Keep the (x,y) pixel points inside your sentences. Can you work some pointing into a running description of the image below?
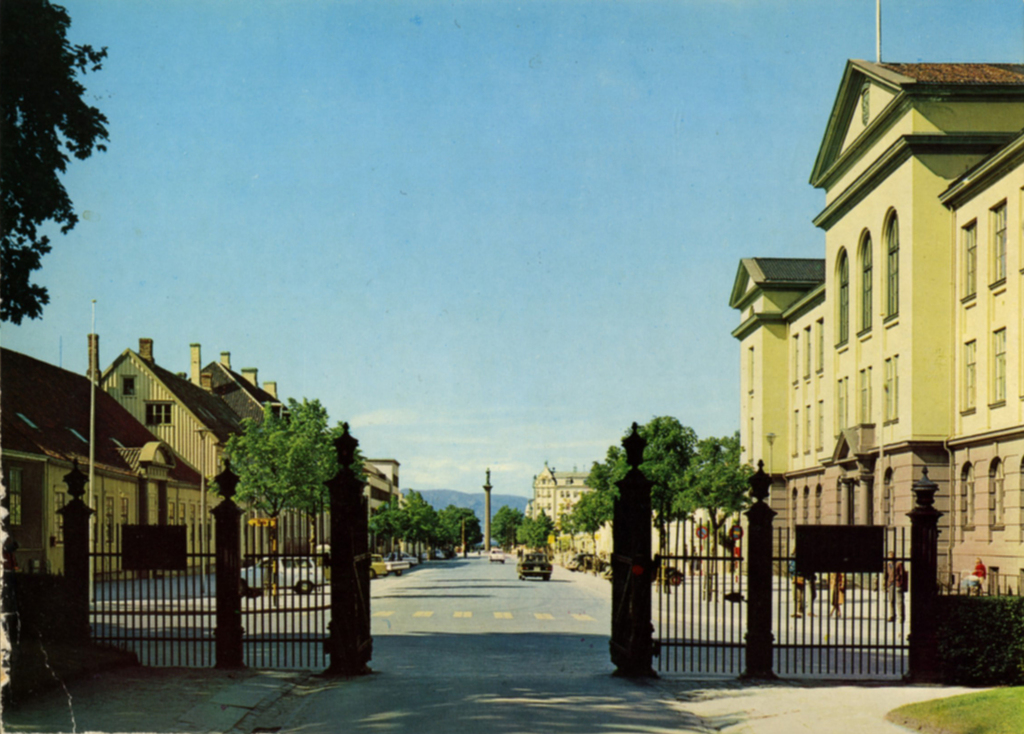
In the image in the center, we can see few vehicles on the road (506,632). And we can see trees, grass (949,704), poles (364,587), fences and few people (886,584) were standing. In the background (429,182) we can see the sky (341,225), clouds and trees (643,433).
